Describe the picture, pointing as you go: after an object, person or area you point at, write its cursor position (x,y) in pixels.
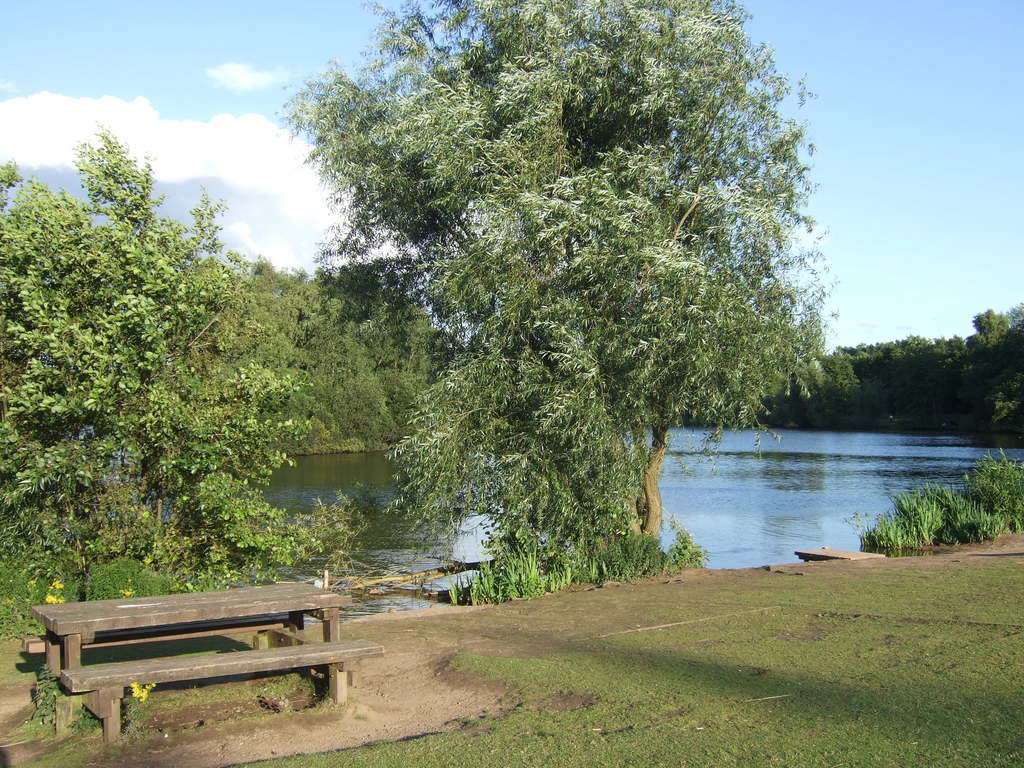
In this image we can see a wooden table (163,630) and bench (284,660) on the bottom left side (192,610). Here we can see the green grass (870,751). Here we can see the lake (865,506) and trees (510,448). Here we can see the clouds (229,147) in the sky (237,103).
